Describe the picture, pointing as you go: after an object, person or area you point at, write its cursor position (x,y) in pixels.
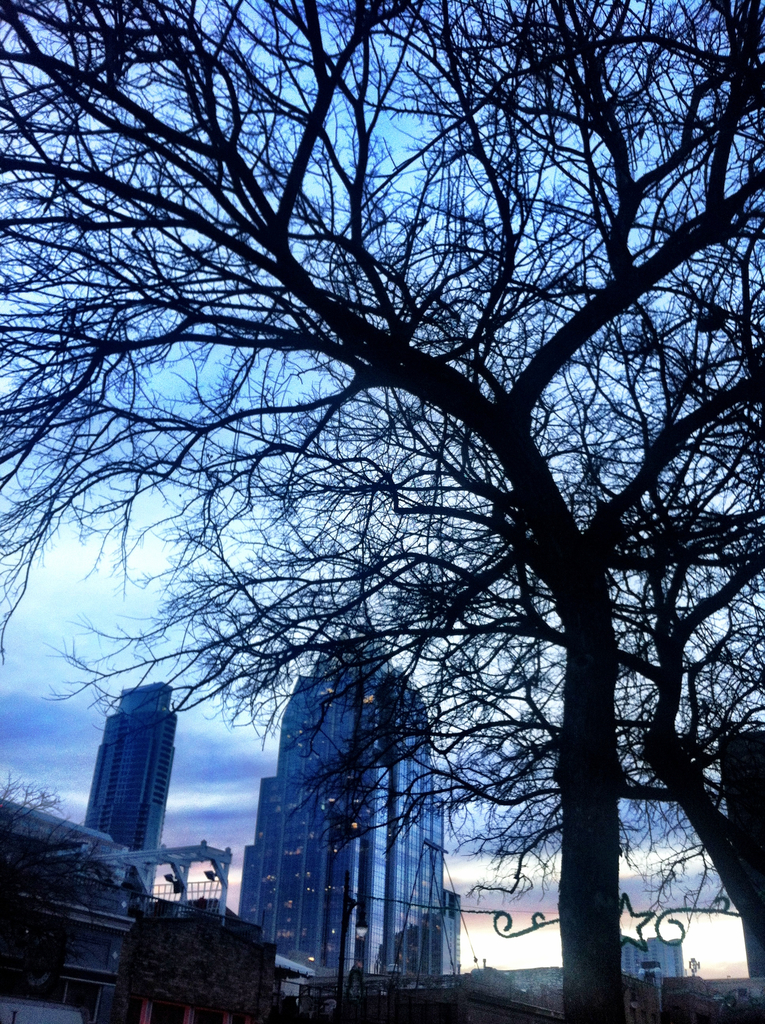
This is the picture of the view of a place where we have some buildings (419,926), trees (505,803), plants (524,827) and some other things (524,933) around.
